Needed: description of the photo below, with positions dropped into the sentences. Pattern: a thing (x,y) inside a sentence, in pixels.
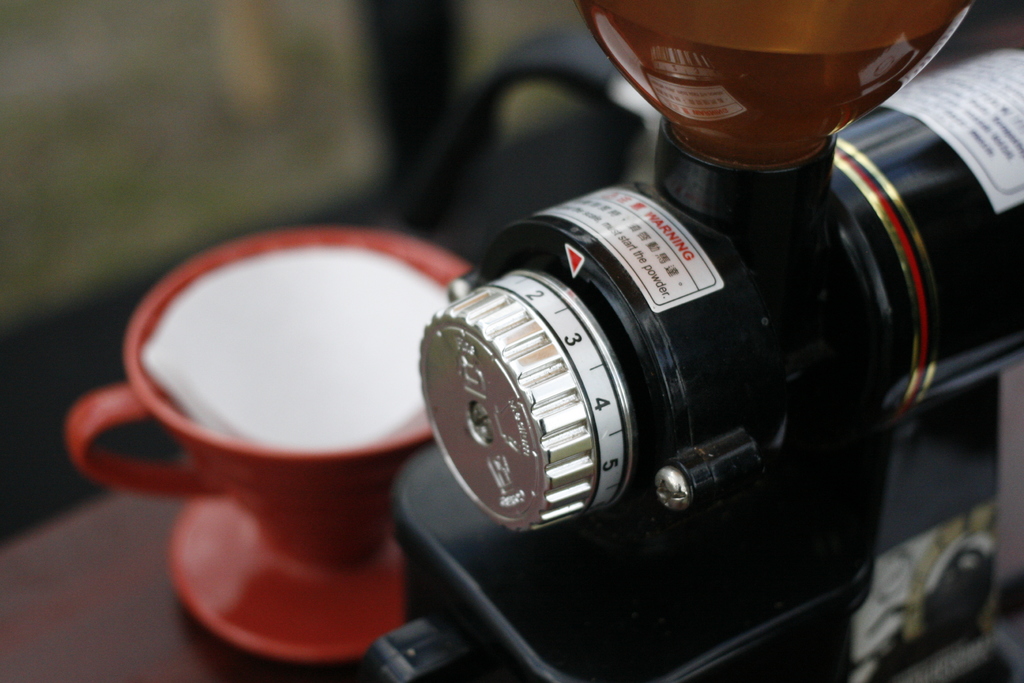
In the given image we can see a coffee grinder (664,381) and a coffee dripper (227,466).
